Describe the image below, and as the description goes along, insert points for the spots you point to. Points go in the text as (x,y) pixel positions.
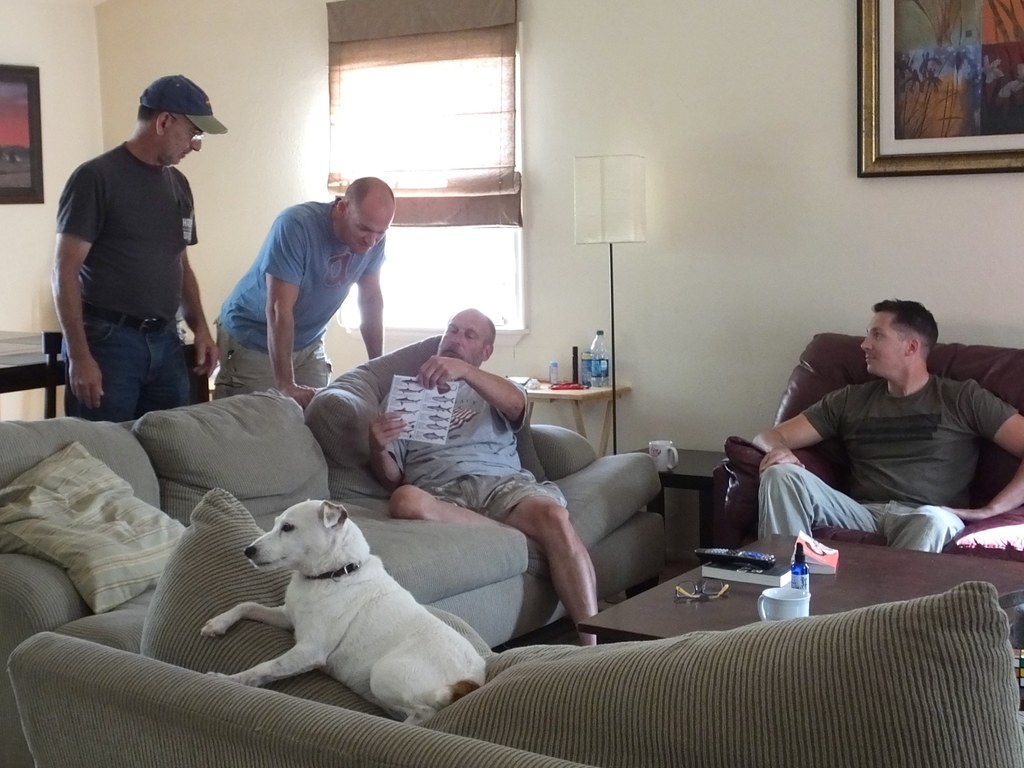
In this picture we can see two men (496,410) sitting on sofa (567,459) and holding paper (420,397) in his hand (452,368) and other two men (330,248) are standing and looking at him and we have dog (290,517) on sofa (458,720) and pillow (149,558) and in background (146,43) we can see wall (72,99), frames (34,84), window (453,227), bottle (595,352), some items (581,387) on table (595,389), lamp (587,178).
